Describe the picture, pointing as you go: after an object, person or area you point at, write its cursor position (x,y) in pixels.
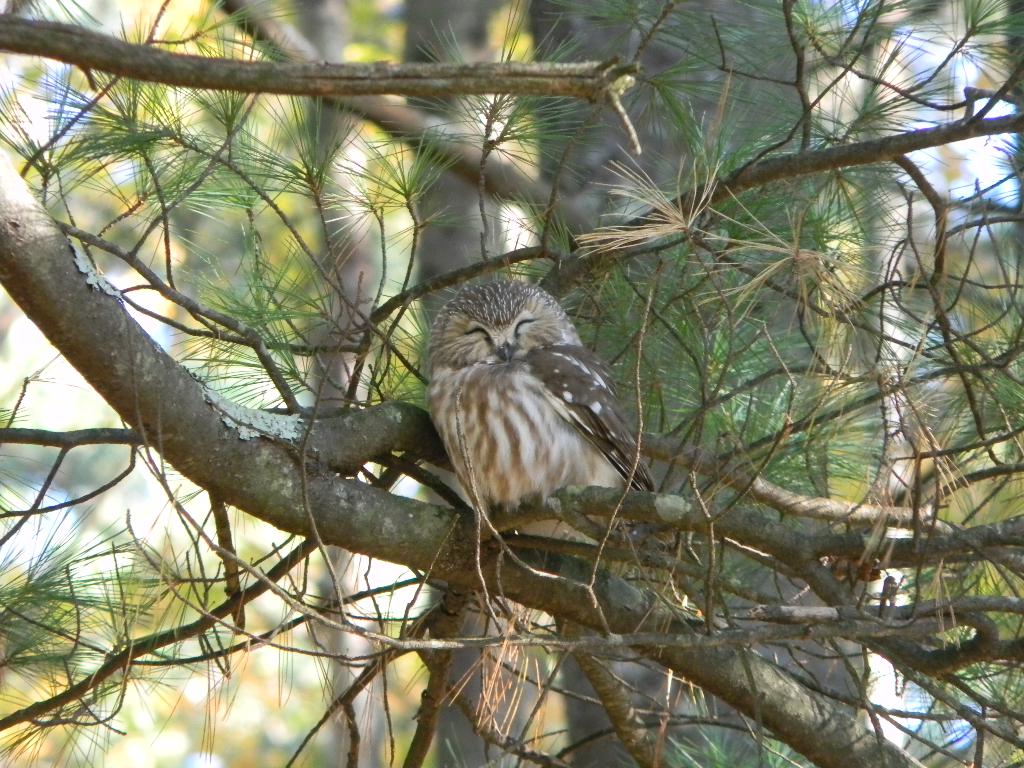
In the middle of the picture (612,480), we see the bird (524,477) is on the tree (551,515) and this bird (468,423) looks like an owl (463,387). In the background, there are trees (398,143).
